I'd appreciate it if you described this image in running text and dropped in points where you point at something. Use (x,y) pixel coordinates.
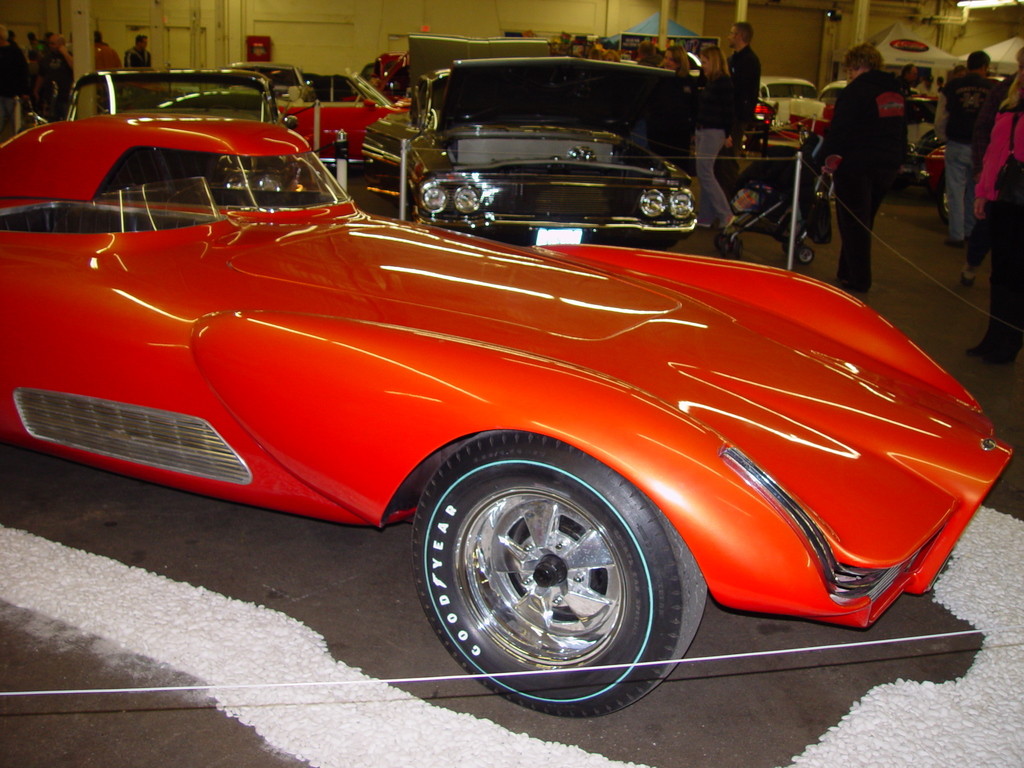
In this image I can see fleets of cars (564,350) on the floor (988,386) and a crowd (849,204). In the background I can see a wall (945,32). This image is taken in a showroom (937,336).
